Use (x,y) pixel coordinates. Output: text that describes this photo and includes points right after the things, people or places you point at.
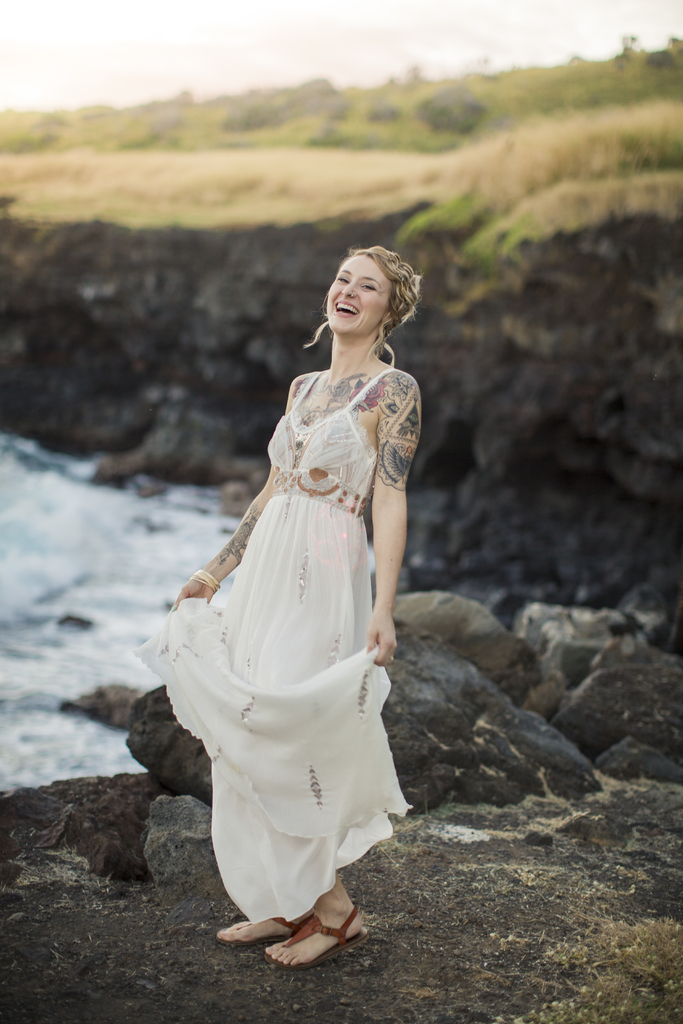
In this picture there is a woman (284,594) with white dress (295,674) is standing and laughing and there are tattoos (413,408) on her body (361,347). At the back (530,185) there is a hill (292,228) and there are trees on the hill (299,135). At the top (211,43) there is sky (174,38). At the bottom (112,735) there is water (121,567).
